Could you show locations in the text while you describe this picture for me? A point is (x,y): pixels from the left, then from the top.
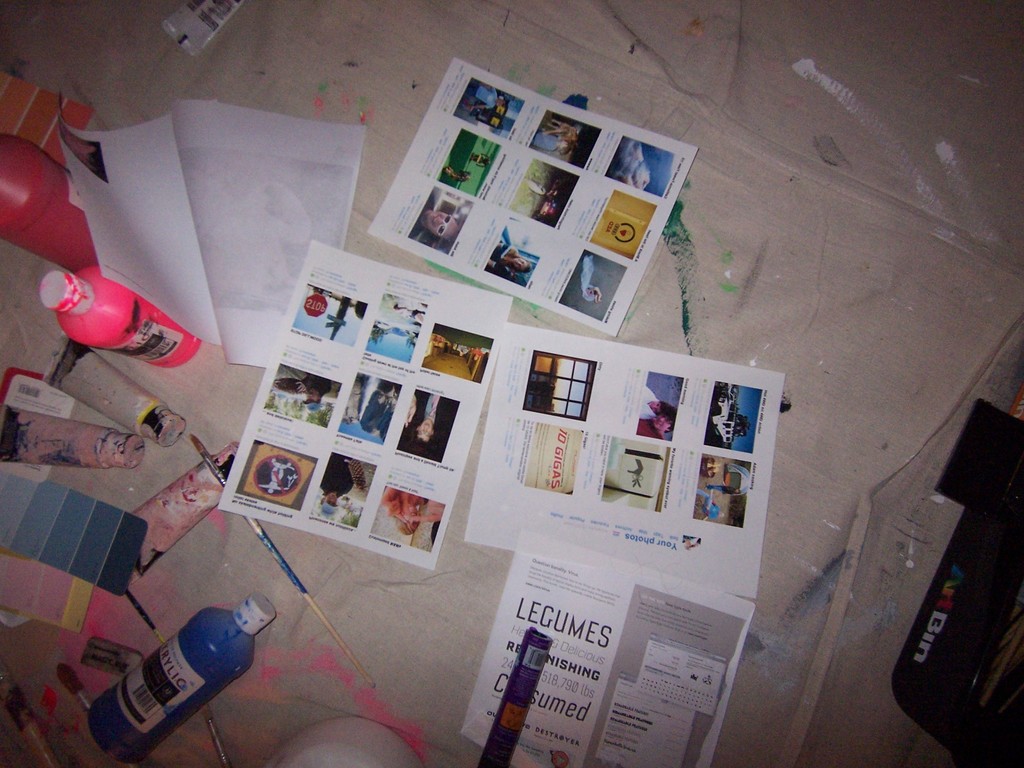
In the image we can see there are papers (566,383) which are kept on table (100,354) and there are paint boxes (87,361), paint bottles (136,708) and brush (298,583).
